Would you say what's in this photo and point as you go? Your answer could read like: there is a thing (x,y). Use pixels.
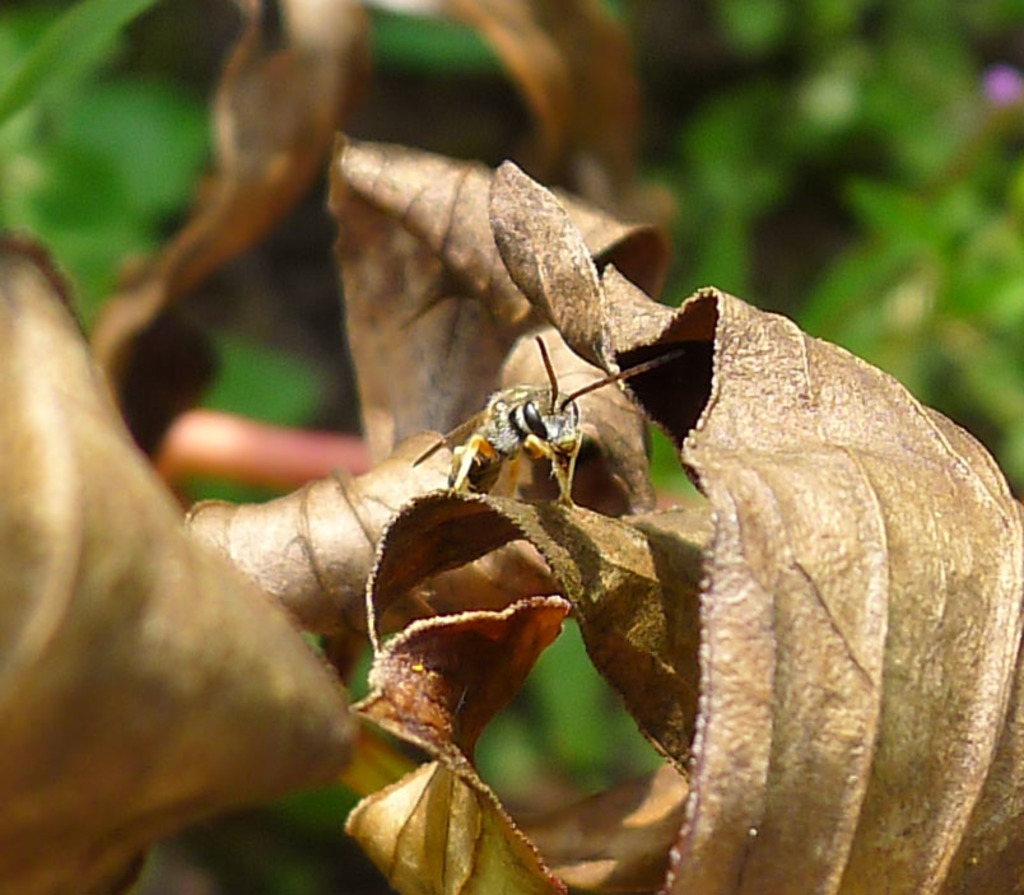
In the picture I can see an insect (508,459) on dried leaves (512,527) and there is greenery (136,96) in the background (768,137).
